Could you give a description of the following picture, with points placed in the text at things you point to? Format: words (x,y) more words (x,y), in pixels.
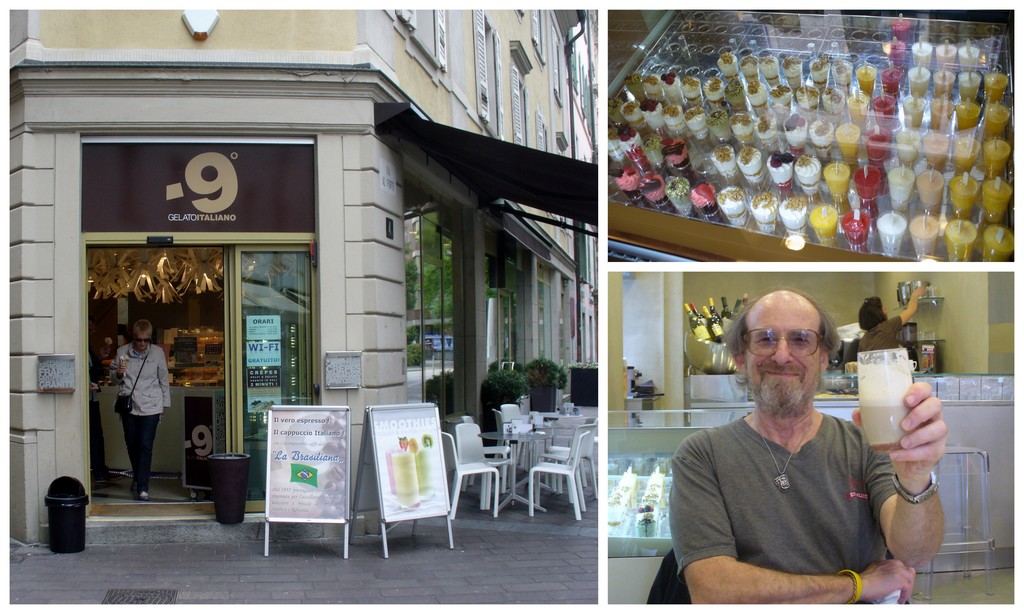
In this image there is collage of three pictures. On the left side of the image (322,467) there are boards (334,459) with some text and images (395,471) on it and there are empty chairs (564,452) and there are tables (531,436) and there is a person (137,409) standing and there is a building (404,174) and in front of the building (469,113) there is a shelter (506,177), there are plants (519,386) and there are bins (62,539) which are black in colour. On the right side of the image (904,215) there is food (906,186) on the top (736,123) and at the bottom (863,427) there is a person (760,477) sitting and holding a glass (869,428) and having smile on his face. In the background (887,326) there is a person (879,339) standing and there are bottles (715,313) and there are objects (850,335).
